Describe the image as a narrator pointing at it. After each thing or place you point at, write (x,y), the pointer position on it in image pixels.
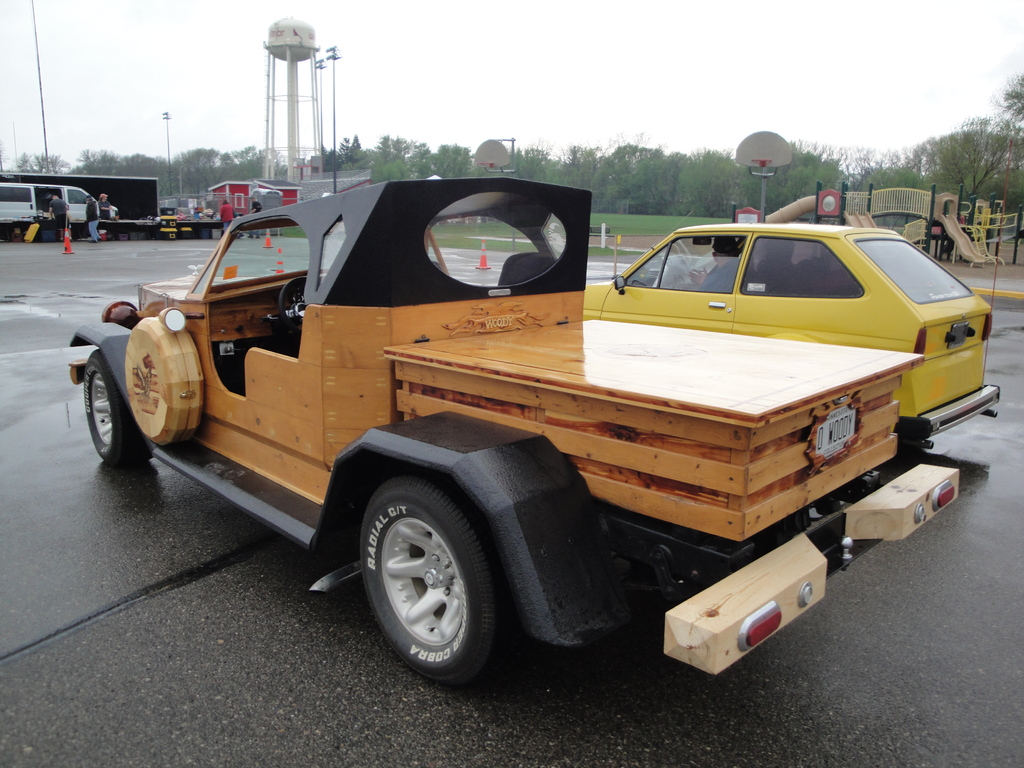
In this picture there is a truck (898,357) which is parked near to the car (944,326). In that car (769,271) I can see the man (723,249) who is sitting on the seat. On the left (104,206) I can see some persons (57,204) were standing near to the white color van (0,196). In the background (206,177) I can see the shed (290,189), trees (252,170), stands (513,172), grass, plants (694,212), poles (1004,215), street lights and other objects (913,194). At the top (652,78) there is a sky (288,12).
